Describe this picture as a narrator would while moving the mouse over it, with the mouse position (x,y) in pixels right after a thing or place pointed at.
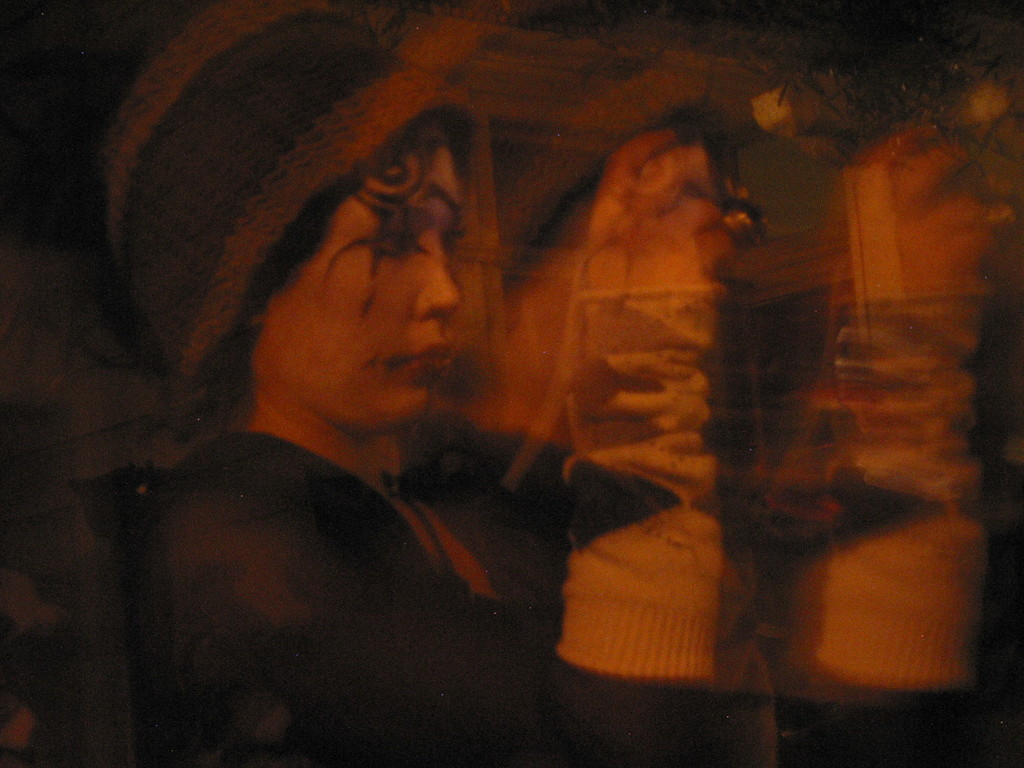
This picture is an edited picture. In this picture there is a person (504,416) with gloves (912,538) and there is a tattoo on her face (407,214) and she is holding the device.
